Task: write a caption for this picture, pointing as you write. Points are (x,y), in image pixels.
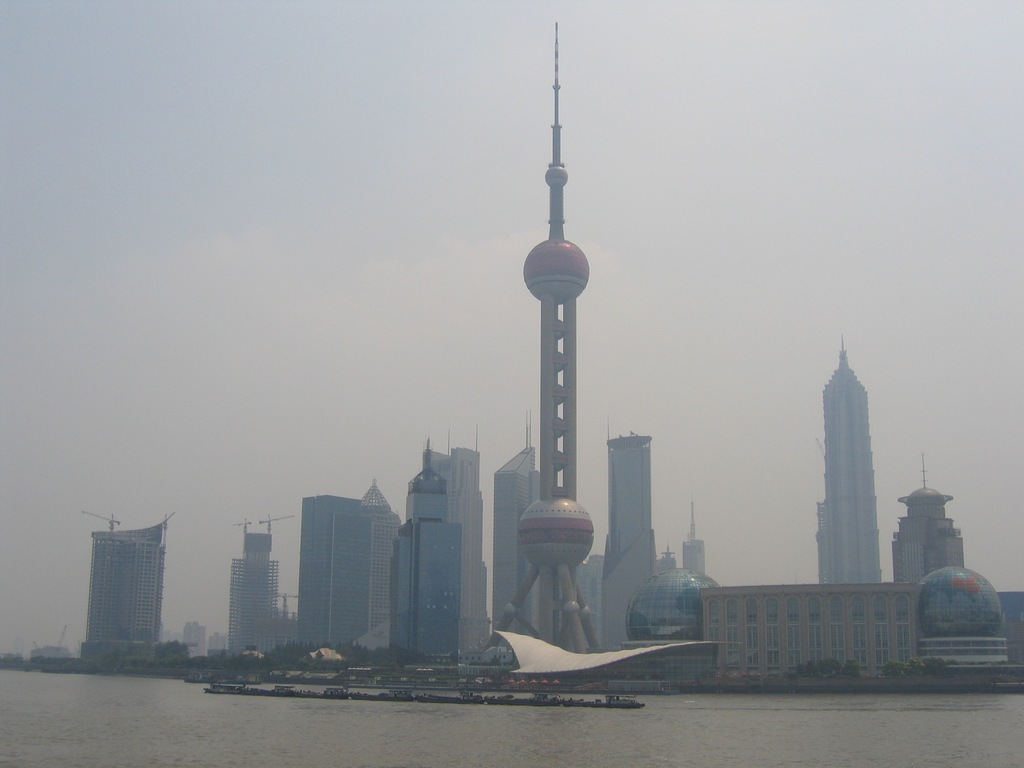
This image consists of skyscrapers (598,560) and a tower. At bottom (859,734), there is water (730,729). At the top (494,130), there is sky (343,225).
